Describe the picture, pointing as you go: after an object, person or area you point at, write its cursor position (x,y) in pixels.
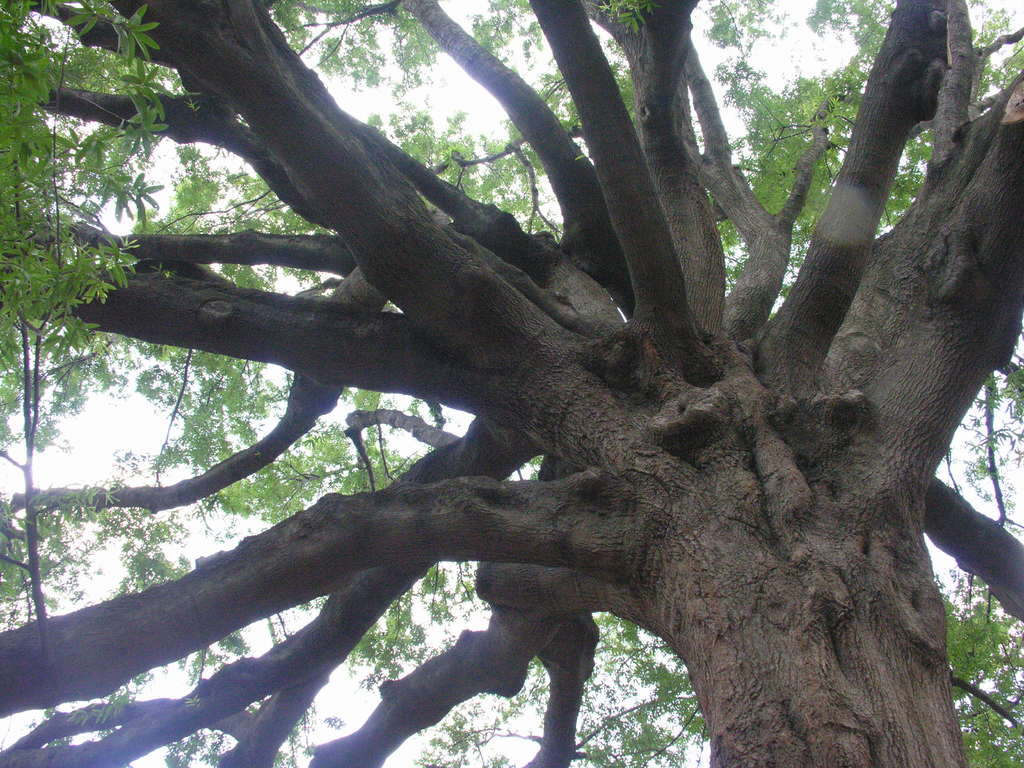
In this picture we can see the sky (603,656). This picture is mainly highlighted with a tree (630,290) and we can see the branches (574,641).
